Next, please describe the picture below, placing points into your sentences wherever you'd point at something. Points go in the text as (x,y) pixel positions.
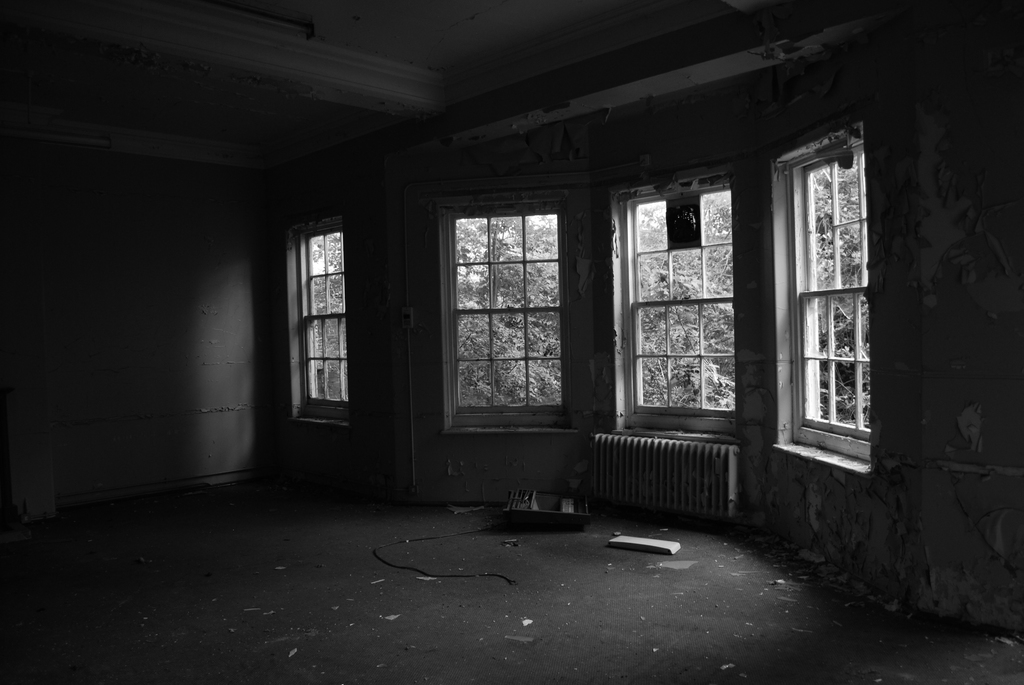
In this picture I can see the room (872,246). In the center (342,231) I can see four windows (685,305). Through the windows (792,307) I can see many trees (520,336). On the floor (545,597) I can see some box (549,503) and plastic objects (662,548).
